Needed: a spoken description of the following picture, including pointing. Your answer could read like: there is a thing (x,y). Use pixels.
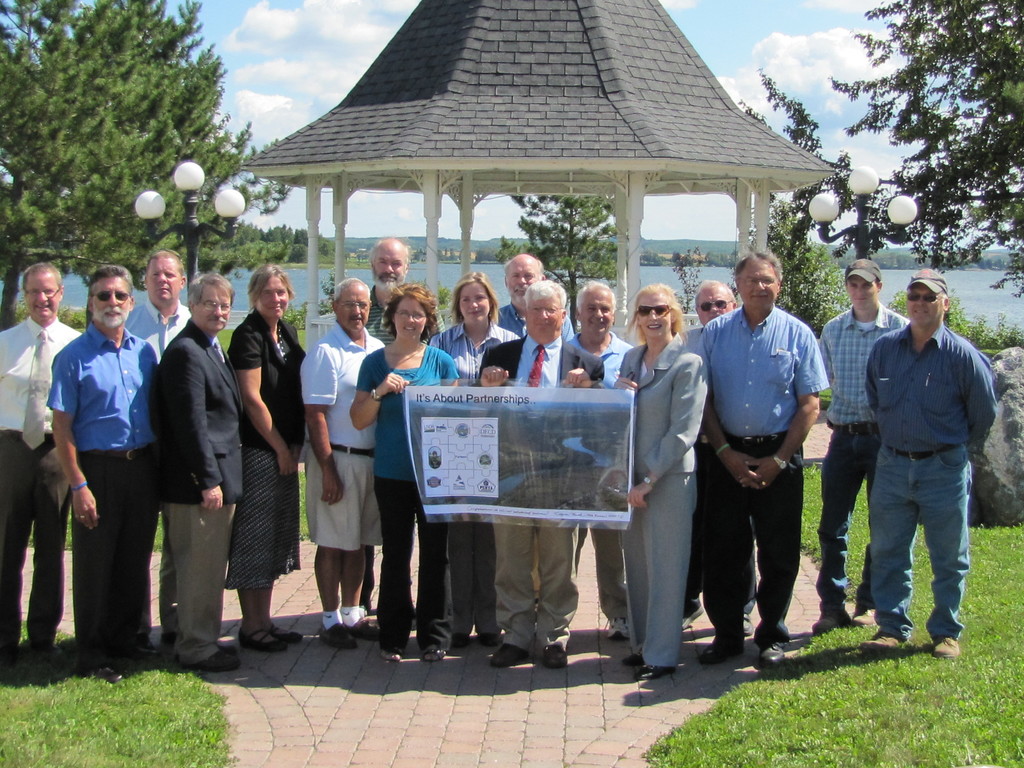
There is a group of persons (910,405) standing in the middle of this image (670,465). The person (368,408) standing in the middle (513,467) is holding a poster (462,492). There is a gazebo (428,246) and some trees (256,237) in the background (262,235). There is a cloudy sky (365,45) at the top of this image (747,48), and there is a grassy land (883,726) at the bottom of this image (934,724).
